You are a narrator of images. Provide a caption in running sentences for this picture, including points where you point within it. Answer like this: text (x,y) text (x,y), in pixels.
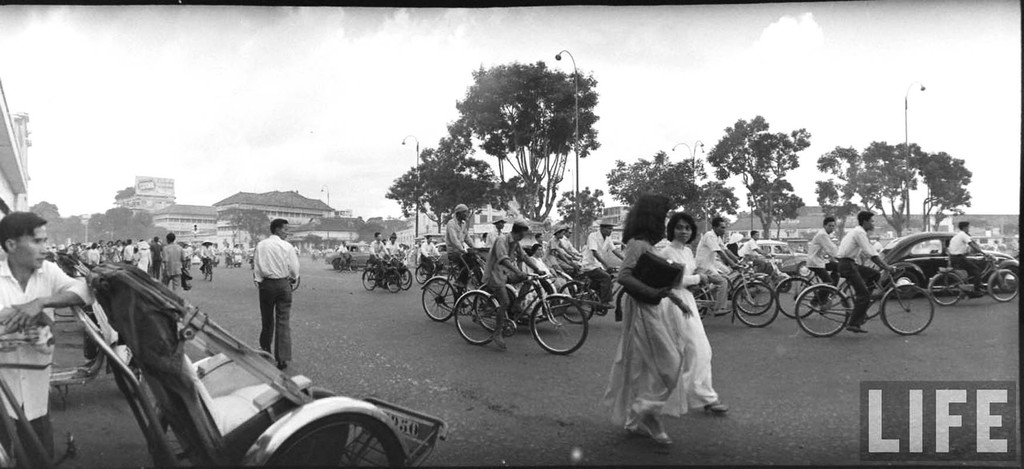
This picture is clicked outside the city (231,271) where the persons (214,257) are standing, walking, and riding bicycles (539,282), and cars (914,270). In the background (514,155) there are some trees (667,166), sky (697,39) and cloud (288,95), there are buildings (283,206) in the background (239,206).
